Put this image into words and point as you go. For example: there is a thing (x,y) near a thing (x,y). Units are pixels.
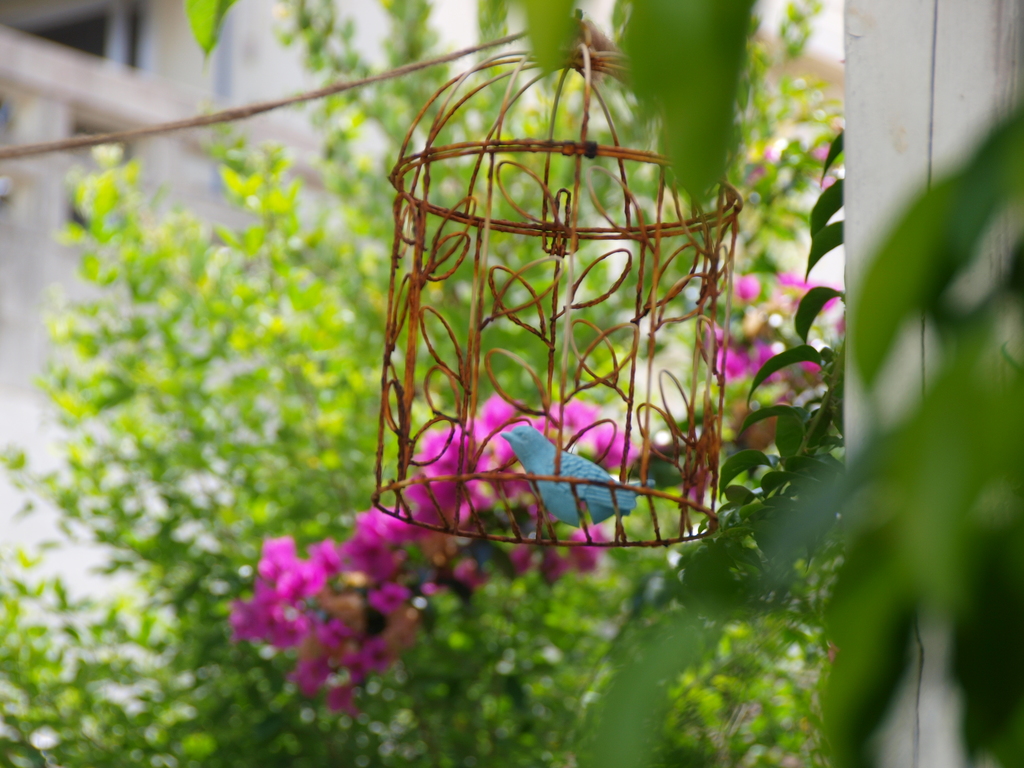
In this image we can see a bird (593,467) in a cage (544,543), flowers (571,552), rope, and leaves (133,469). In the background (329,223) we can see wall (360,26).
